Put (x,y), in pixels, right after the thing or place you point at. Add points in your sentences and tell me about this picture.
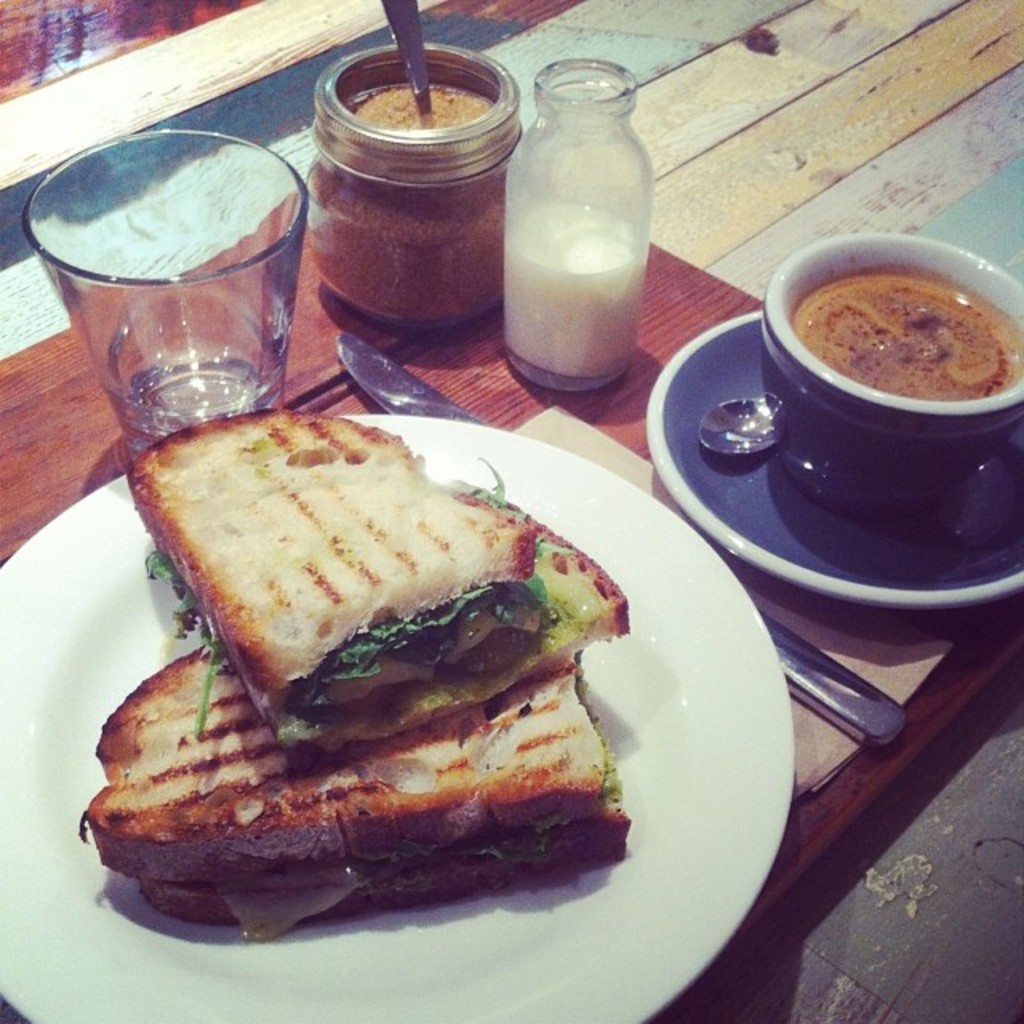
In this picture I can see food items (406,481) on the plate (588,880) and in a jar (468,318), there is a glass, glass bottle (583,274), knife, there is a food item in a cup (811,385), there is a spoon (755,421) on the saucer (701,411), on the board (490,386), which is on the table (163,78).
